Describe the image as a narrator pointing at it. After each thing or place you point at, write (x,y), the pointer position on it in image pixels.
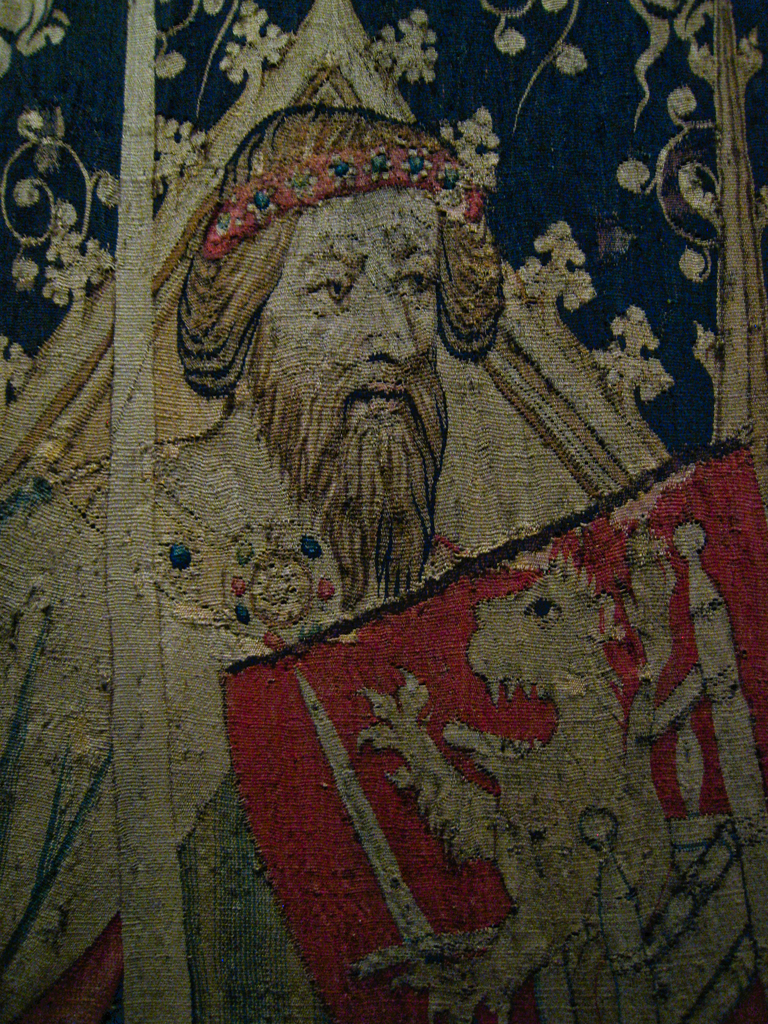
In this image, we can see pictures (300,548) of a person (348,500) and an animal (503,753) are on the cloth (422,150).
